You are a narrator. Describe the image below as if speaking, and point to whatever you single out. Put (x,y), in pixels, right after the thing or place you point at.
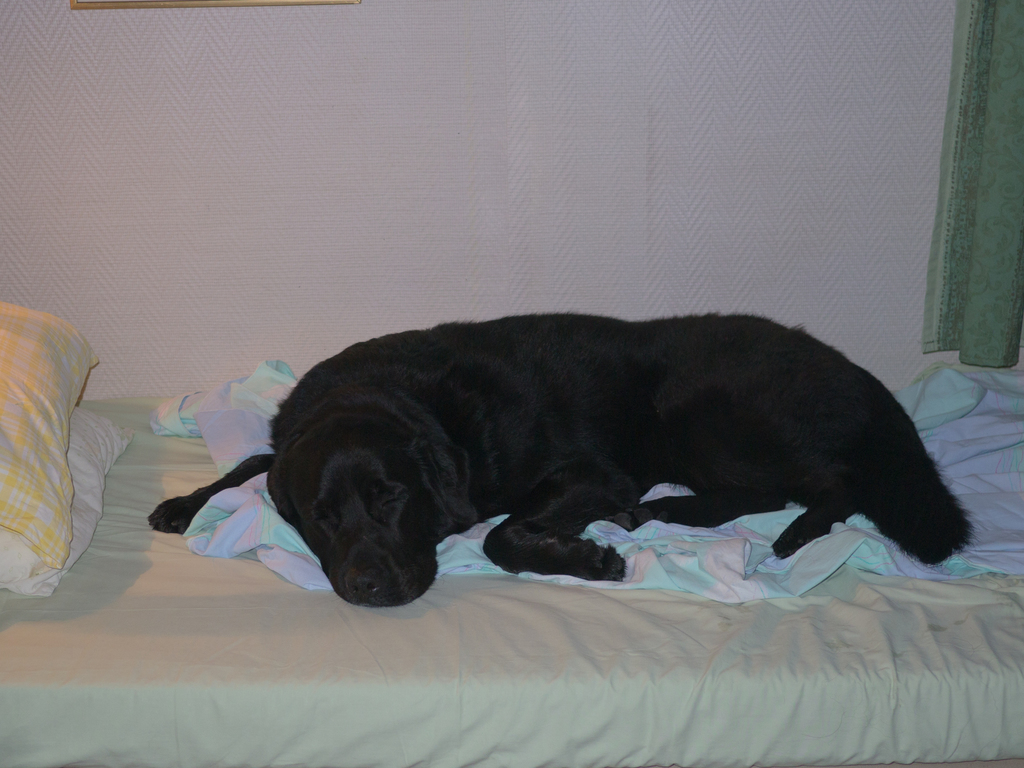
In this image there is a dog (461,452) lying on the bed (243,601) having a blanket (231,549) and pillows (90,462). Right side (1008,296) there is a curtain (957,215). Top of the image (191,1) a frame (169,5) is attached to the wall (394,214).
